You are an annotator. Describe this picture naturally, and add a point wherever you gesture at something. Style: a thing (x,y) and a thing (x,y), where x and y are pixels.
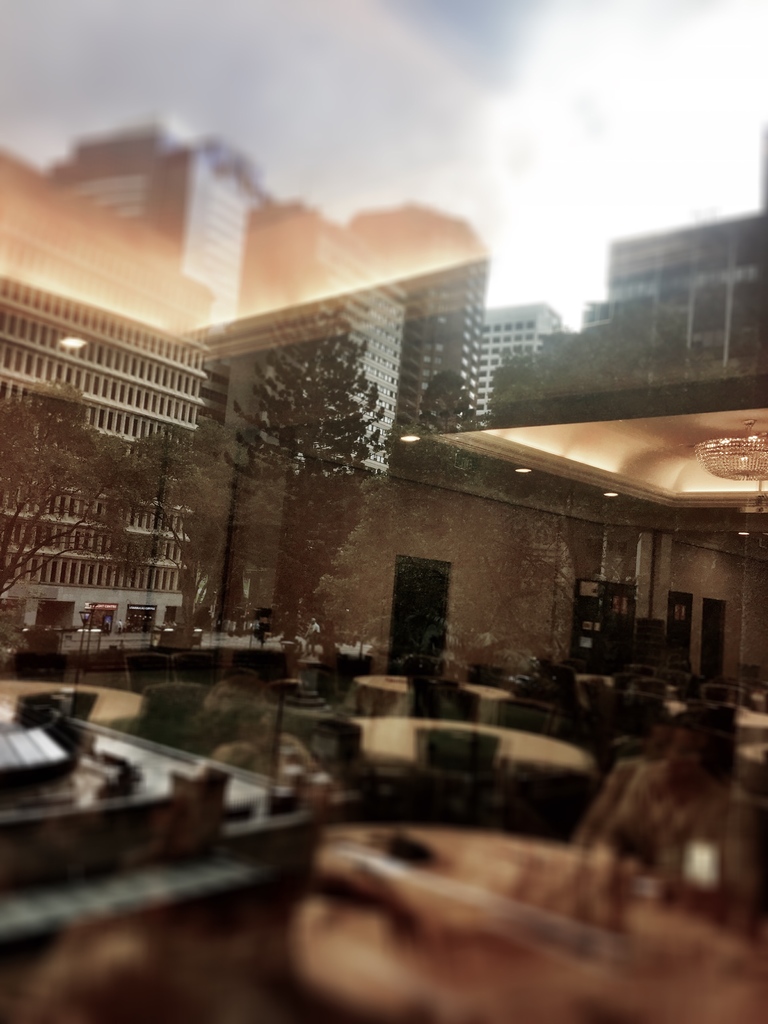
In this image we can see buildings (213,310), trees (211,426), tables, chairs (429,744), sky (533,70) and clouds (418,80).
